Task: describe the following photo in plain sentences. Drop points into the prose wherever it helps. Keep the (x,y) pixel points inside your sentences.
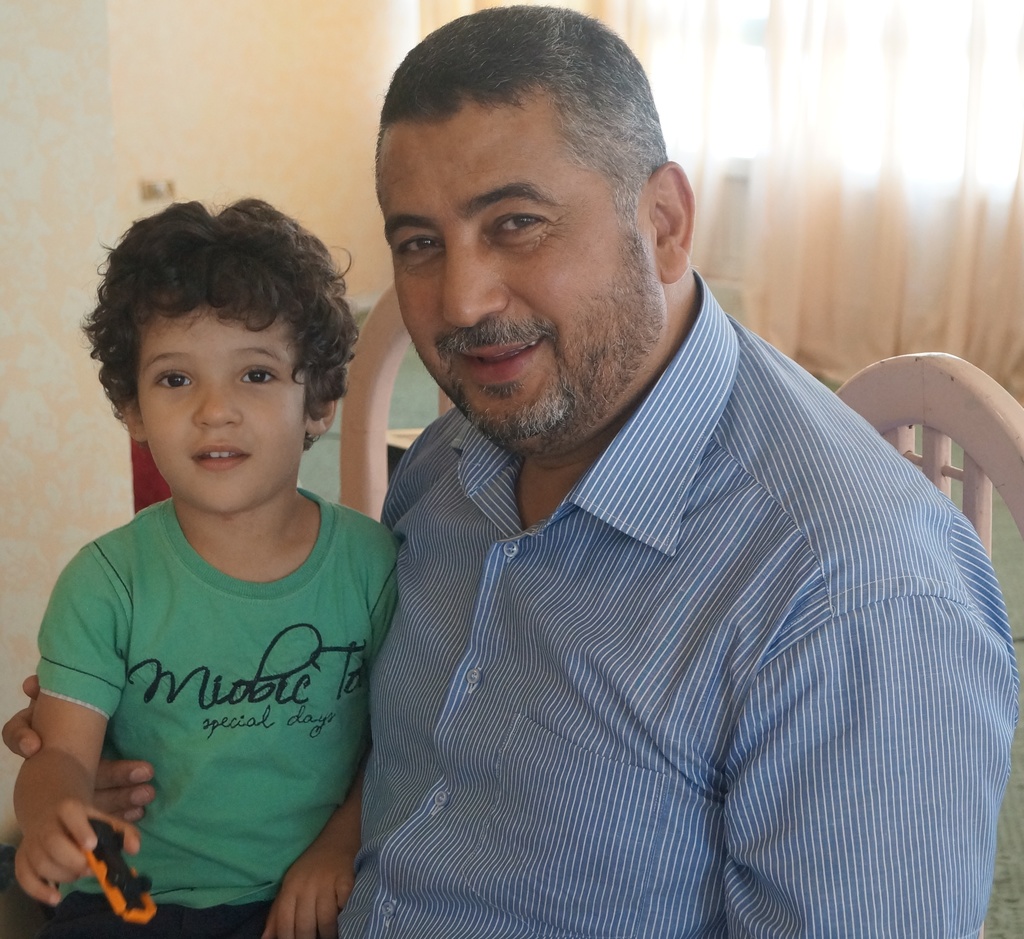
In this image, there is a man (603,658) sitting on the chair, there is a boy (281,658) sitting beside the man (850,682) and he is holding an orange color toy (115,889), at the background (940,153) there are some curtains (751,303).
